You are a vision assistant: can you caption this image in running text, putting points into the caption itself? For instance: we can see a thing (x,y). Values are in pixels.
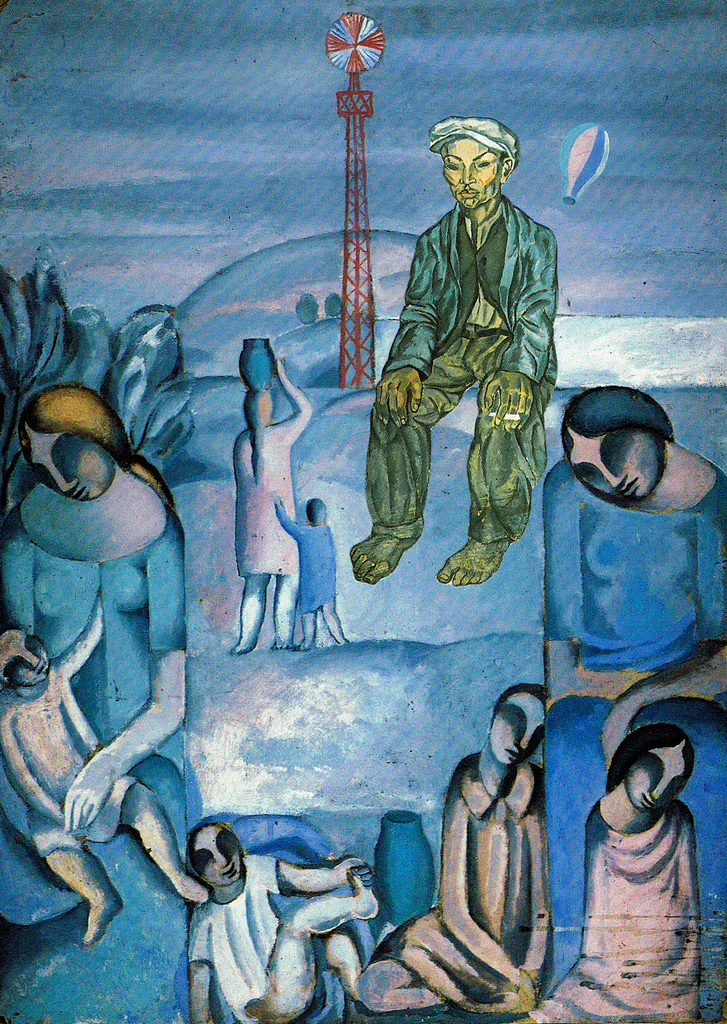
In this picture we can see a painting (571,406) of some people (426,434) and a tower (362,229).
